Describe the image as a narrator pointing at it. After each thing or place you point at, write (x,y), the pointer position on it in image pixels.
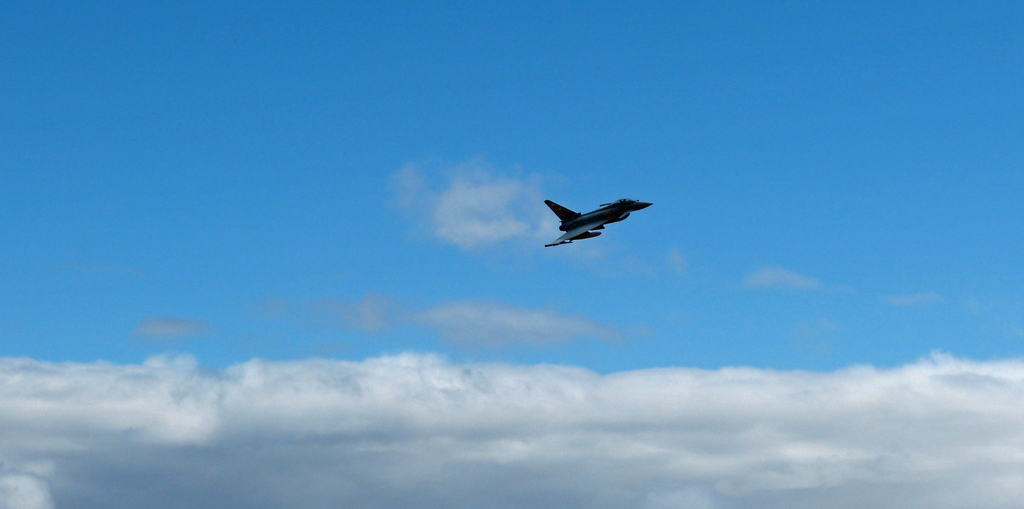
In this picture there is an aircraft (558,220) flying. At the top (101,74) there is sky (246,328). At the bottom (416,446) there are clouds (460,430).
